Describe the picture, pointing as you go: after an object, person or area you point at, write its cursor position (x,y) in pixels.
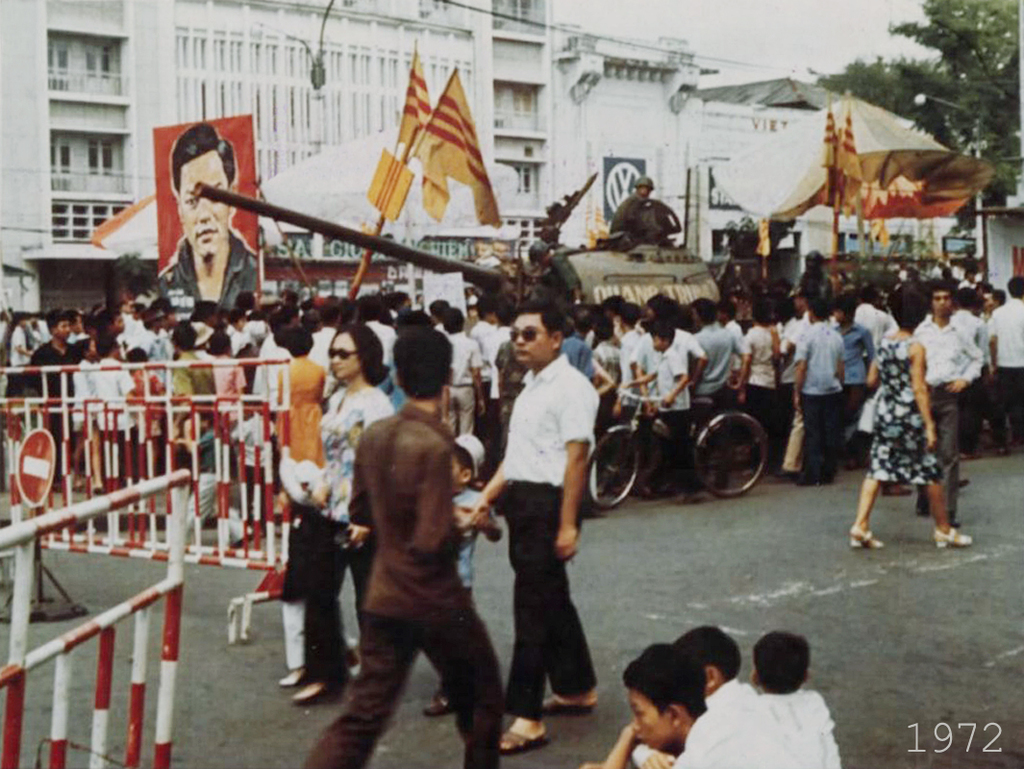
In this picture we can observe some people (474,370). There are men (377,429) and women (893,424) in this picture. We can observe red and white color railing (156,542). There are many flags (450,150). In the background (156,61) there is a white color building (362,111), some trees (926,92) and a sky (720,24).
